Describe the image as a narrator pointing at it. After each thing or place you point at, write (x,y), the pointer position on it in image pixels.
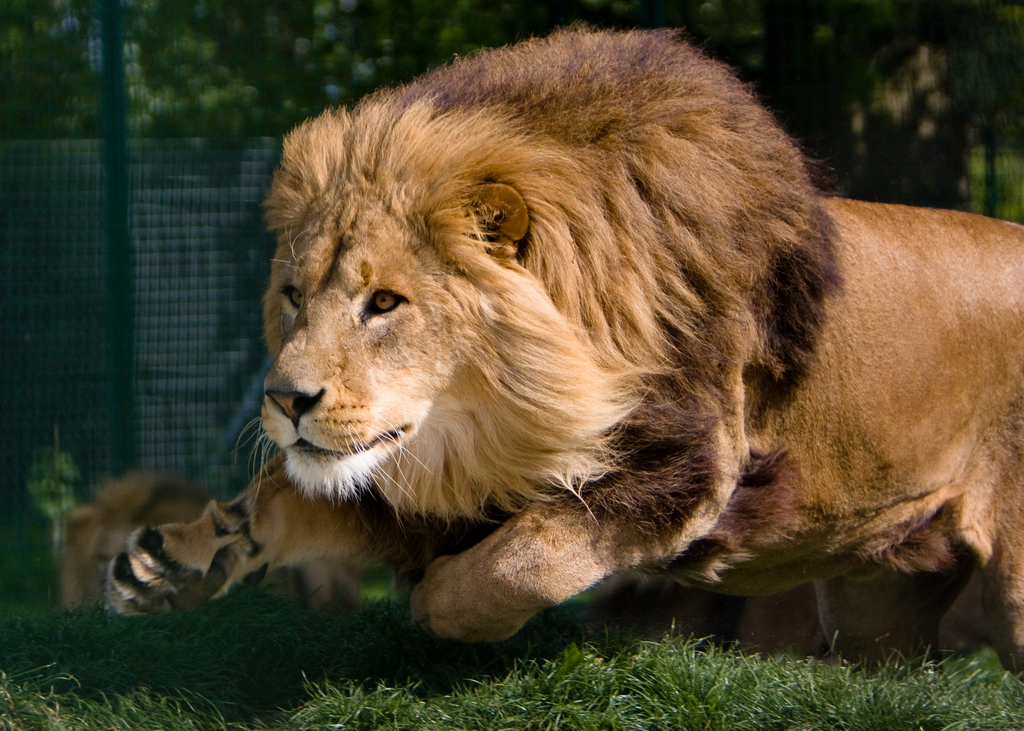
In this image I can see two lions (338,549). At the bottom (380,705), I can see the grass (132,659). In the background (190,293) there is a net (90,236). At the top of the image (395,30) there are trees (680,23).
